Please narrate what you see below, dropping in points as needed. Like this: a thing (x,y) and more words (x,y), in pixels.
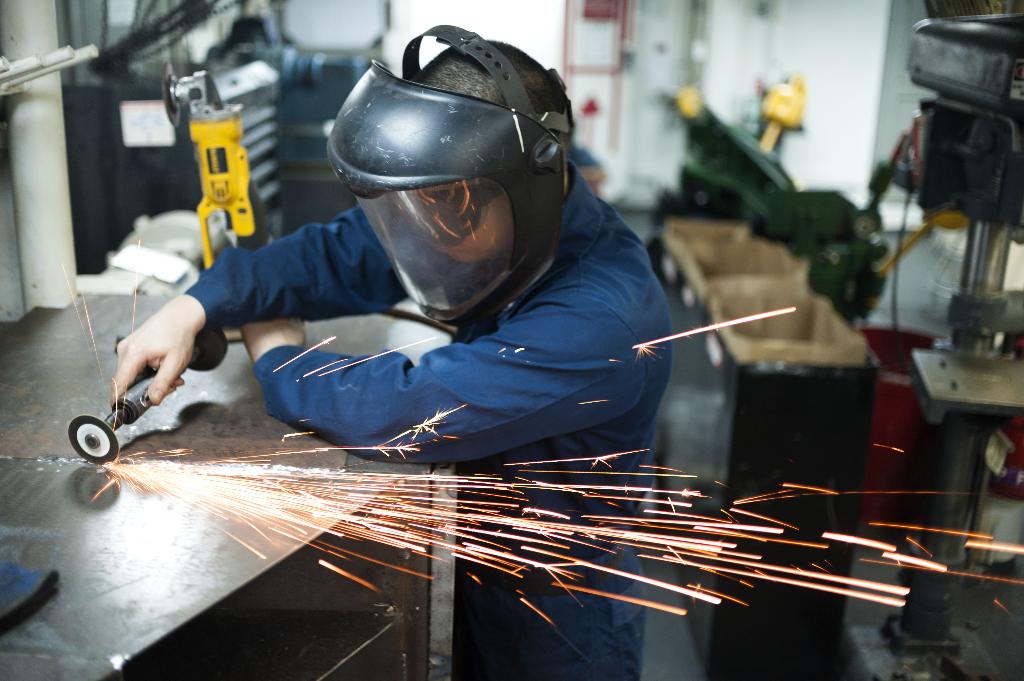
In the center of the image (391,417) there is a person (566,412) wearing a helmet (516,229) and blue color dress (503,425). He is holding a tool (80,422) in his hand (122,381) and cutting a metal object (15,489). In the background of the image (337,74) there are objects (176,18). There is wall (843,35). To the right side of the image (951,109) there is some machine (901,678).
